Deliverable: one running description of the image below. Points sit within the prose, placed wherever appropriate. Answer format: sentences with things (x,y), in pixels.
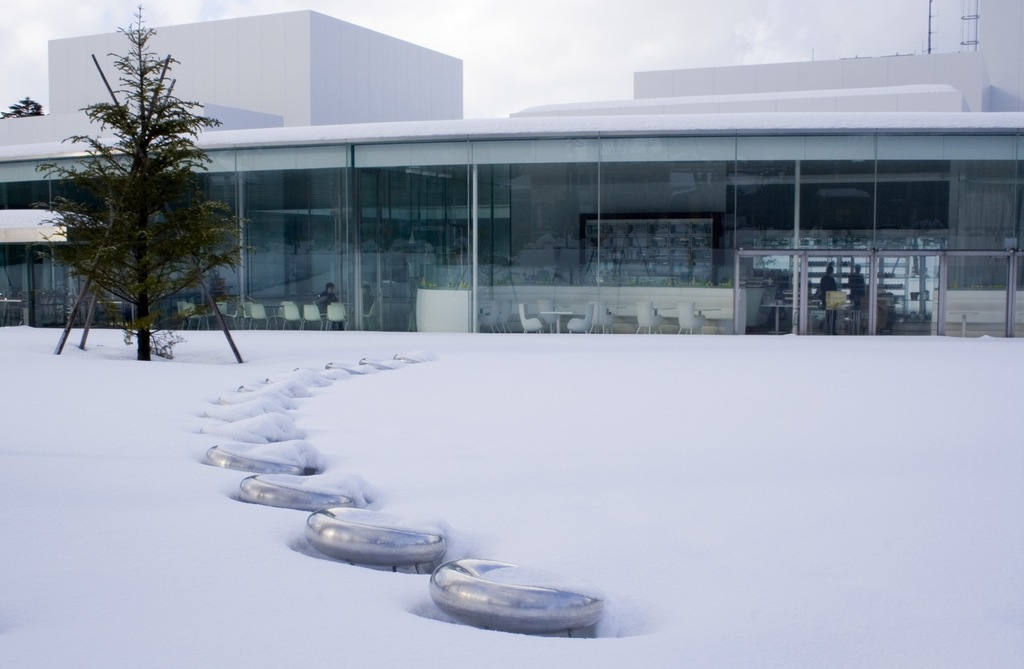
In this image on the ground (621,506) there is snow (776,486) and there is a tree (134,235). In the background (532,213) there is a building (376,203), inside the building (381,260) there are empty chairs (308,310) and there are persons (331,300) sitting and standing and the sky (561,41) is cloudy.
